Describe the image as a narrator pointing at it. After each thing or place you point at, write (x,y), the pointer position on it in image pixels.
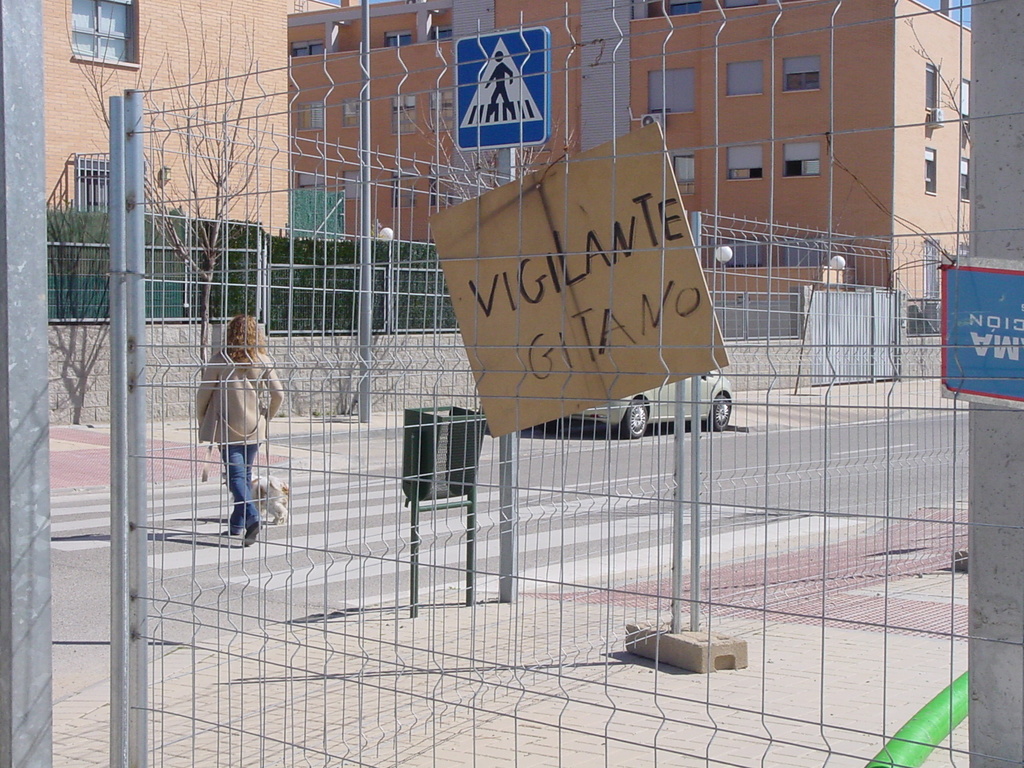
In this picture, we can see a person (251,416) with dog (259,493), road (294,543), vehicle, poles (695,411), fencing (598,413), the wall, boards (627,295), with some text (688,298), and we can see sign boards (593,381), fencing (276,268), buildings (451,108), and some objects (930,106) attached to it, trees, and the sky (968,18).
